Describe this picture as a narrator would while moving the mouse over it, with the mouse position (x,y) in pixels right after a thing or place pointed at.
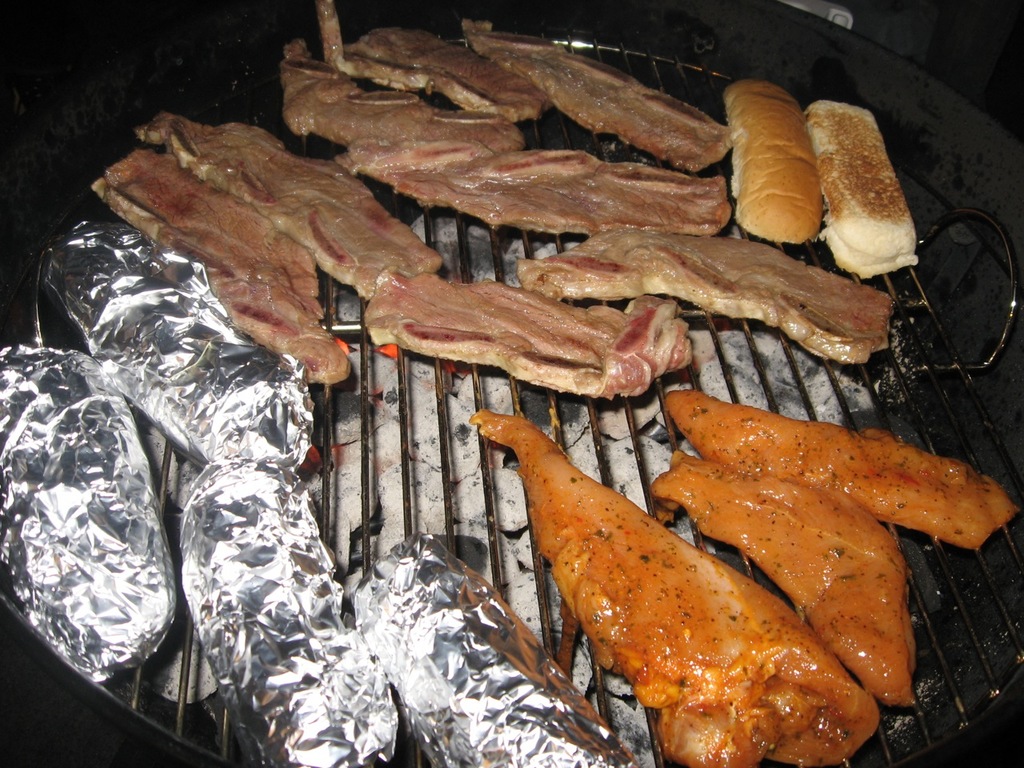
In this image there is raw meat (753,689), some wrapped pieces (410,669) and also the bread (815,202) on the grill (673,434). Beneath the grill (405,460) we can see the burning coal (390,459).
